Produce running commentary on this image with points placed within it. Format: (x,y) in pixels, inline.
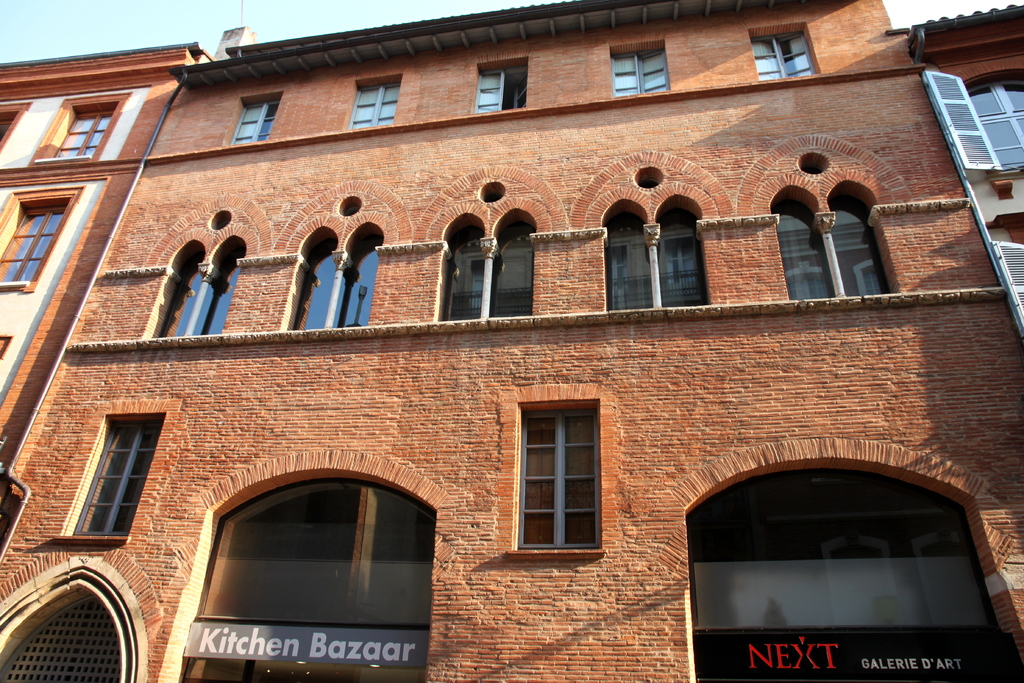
In this image we can see the brick building (506,616) with glass windows (747,609). Here we can see the sky (121,31).
